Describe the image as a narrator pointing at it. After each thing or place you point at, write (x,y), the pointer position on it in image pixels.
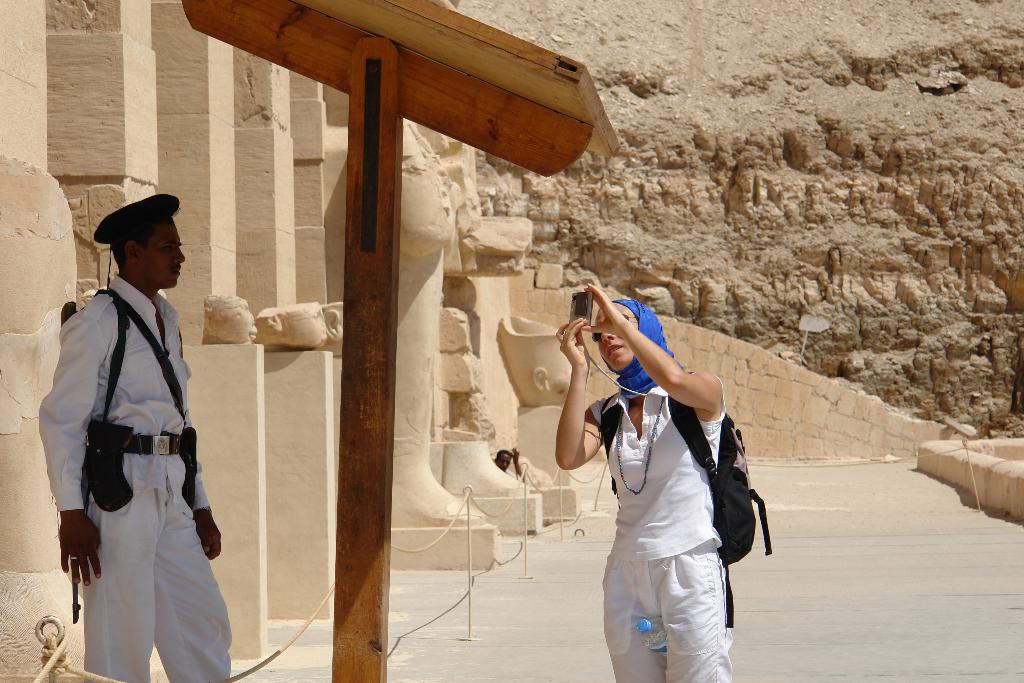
This is an outside view. Here I can see a woman (665,504) wearing a bag (730,473), standing and holding a camera (582,315) in the hands (565,344). On the left side (142,433) there is a man (117,533) standing and looking at this woman (632,378). In front of him there is a wooden pole (369,124). In the background (242,144) there are few pillars (175,155) and a wall (791,383).
